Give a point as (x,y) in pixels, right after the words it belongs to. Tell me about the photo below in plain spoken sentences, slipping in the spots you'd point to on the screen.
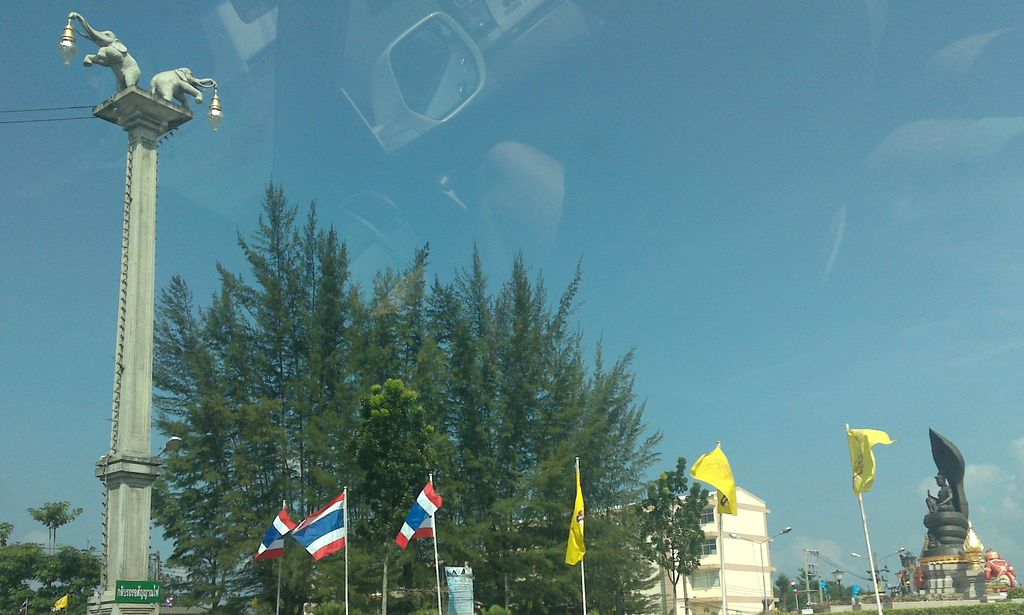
In this image we can see the trees (548,482), flags (299,541), banner (453,578) and also the pillar (142,156) with the depiction (127,63) of elephants (91,59). We can also see the wires (12,122), lamps (219,122), light poles (762,566) and also the building (750,556) in the background (711,575). On the right (943,573) we can see the idol (1001,580). In the background (117,146) we can see the sky (79,299) with some clouds (981,478).
